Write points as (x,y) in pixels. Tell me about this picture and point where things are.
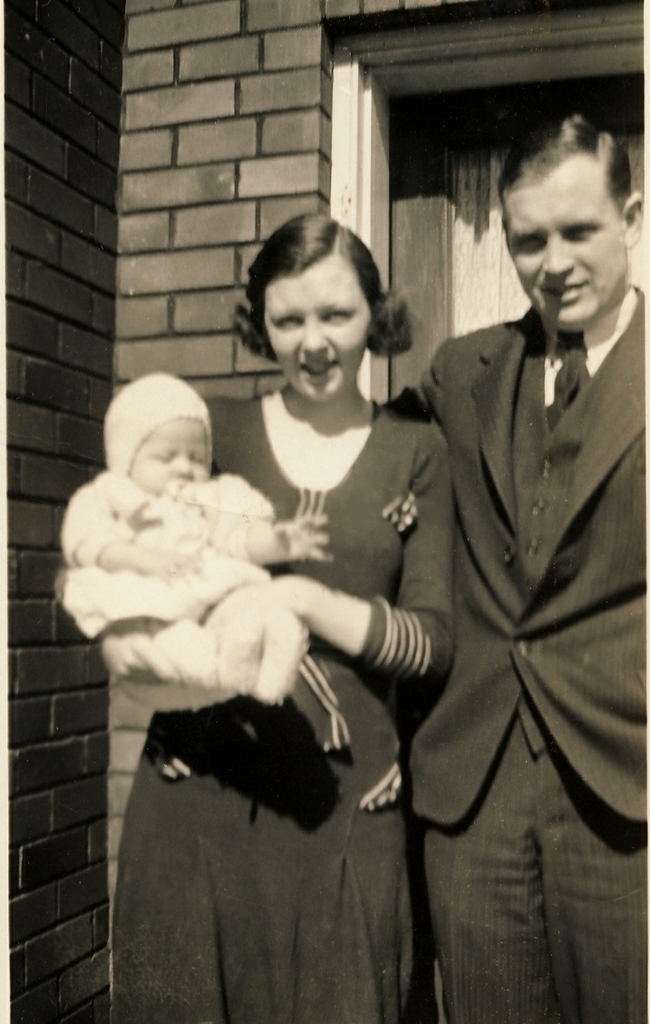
In this image I can see 2 people (305,595) standing. The person (387,946) on the left (206,751) is carrying a baby (144,479). There is a brick wall building (6,105) at the back (396,178) which has a window (403,243) and curtain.
